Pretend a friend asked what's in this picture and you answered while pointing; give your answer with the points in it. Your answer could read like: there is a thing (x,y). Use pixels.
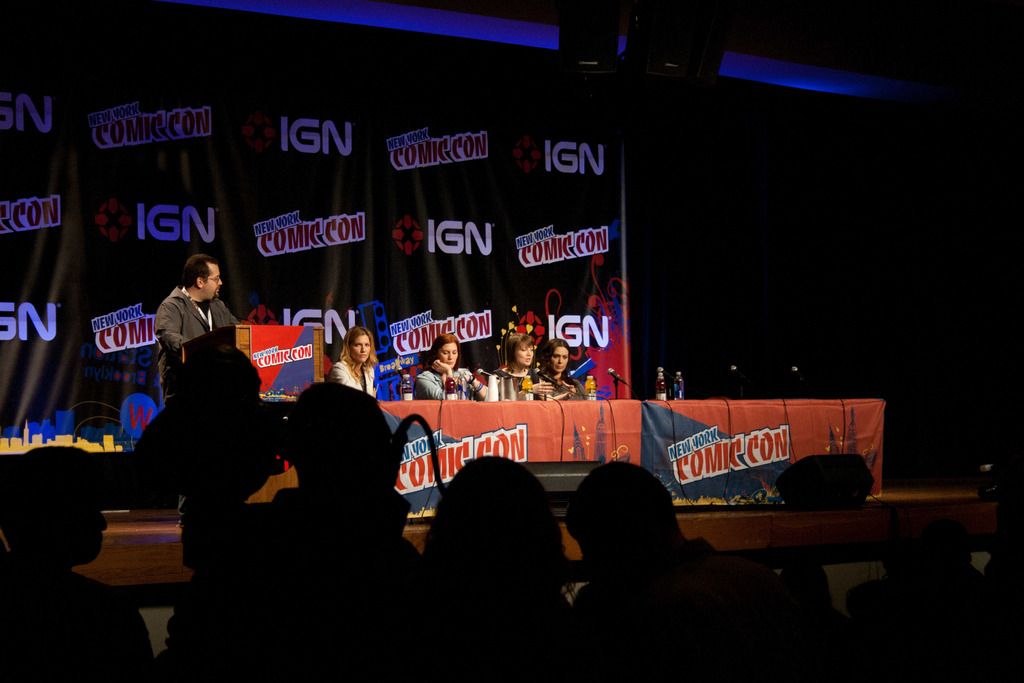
This image seems to be clicked in a hall (645,10), in the front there are few people (366,365) sitting and standing on stage (427,442) with mics (473,391) in front of them along with water bottles (524,391), behind them there is banner (405,191), in the front (336,465) there are few people (756,595) standing and sitting.
